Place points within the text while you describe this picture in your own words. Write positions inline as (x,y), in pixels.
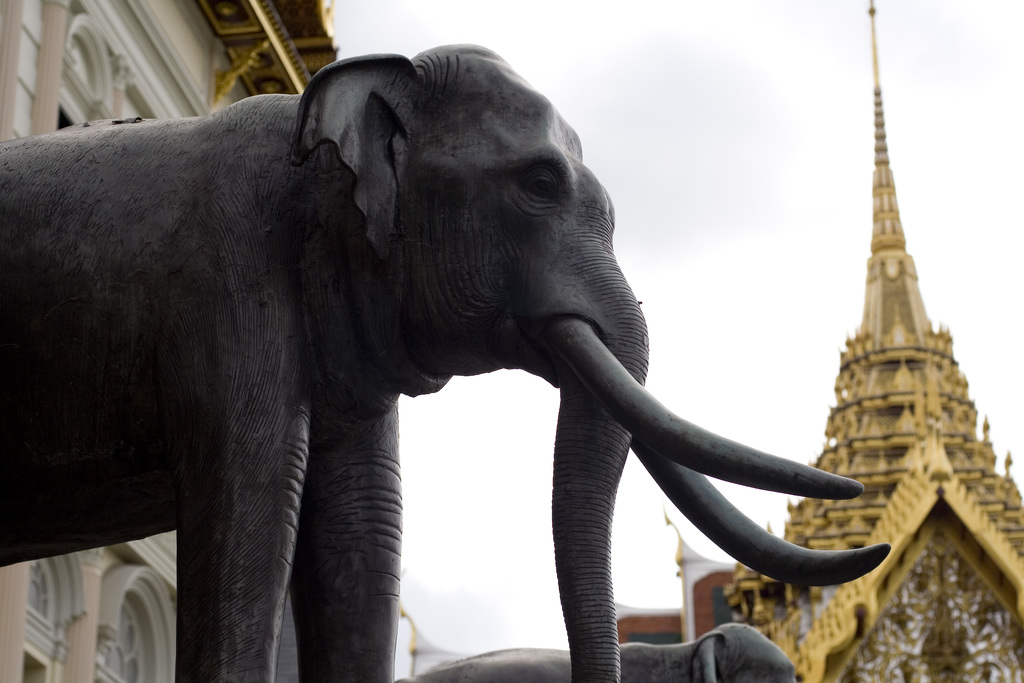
In this image we can see a statue (339,498) of an elephant (348,273) and at the background of the image (112,54) there is building (146,561) and golden color tower (891,362).
